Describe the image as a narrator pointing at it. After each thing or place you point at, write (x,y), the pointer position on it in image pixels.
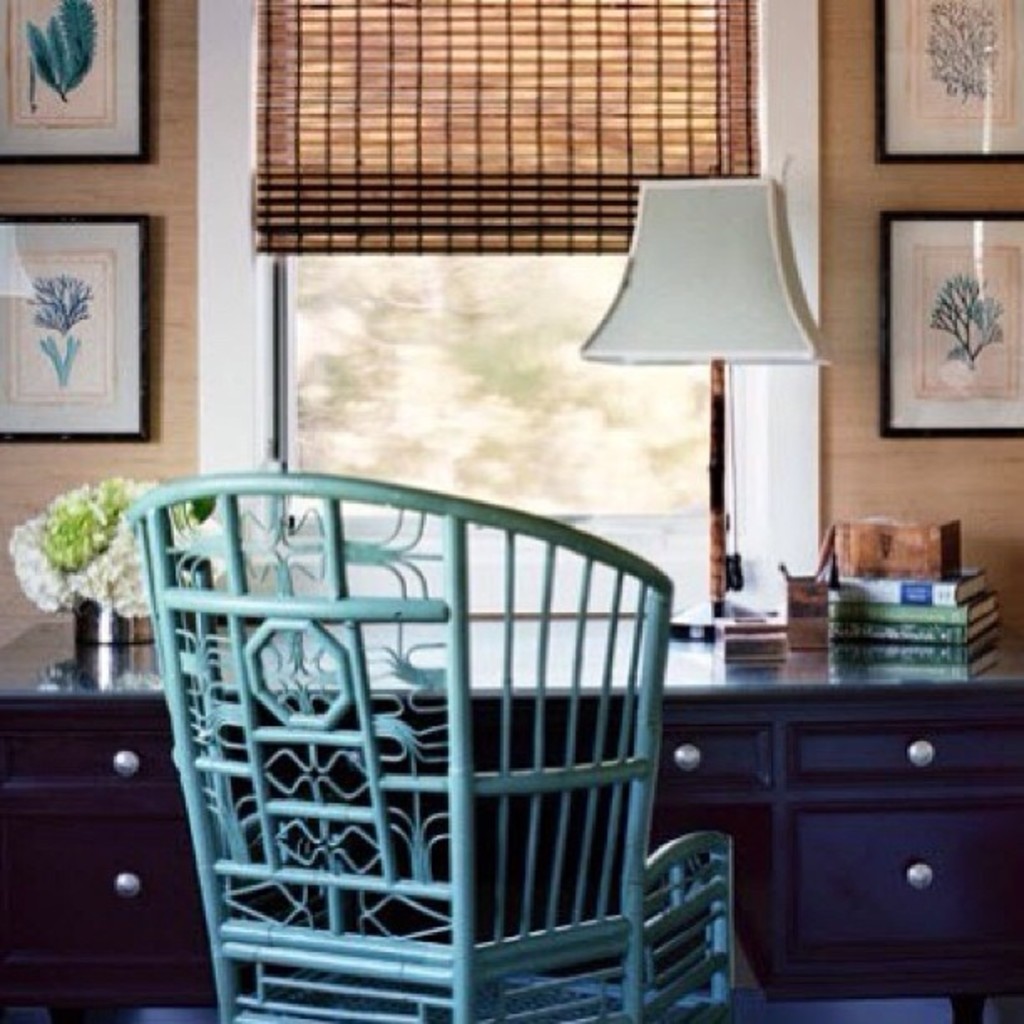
In this picture there is a chair (549,1023), table (872,676) with some books (946,591) on it, a pen stand (822,594), a lamp (650,187), there is a wall (53,177) with some photo frames (124,119).
